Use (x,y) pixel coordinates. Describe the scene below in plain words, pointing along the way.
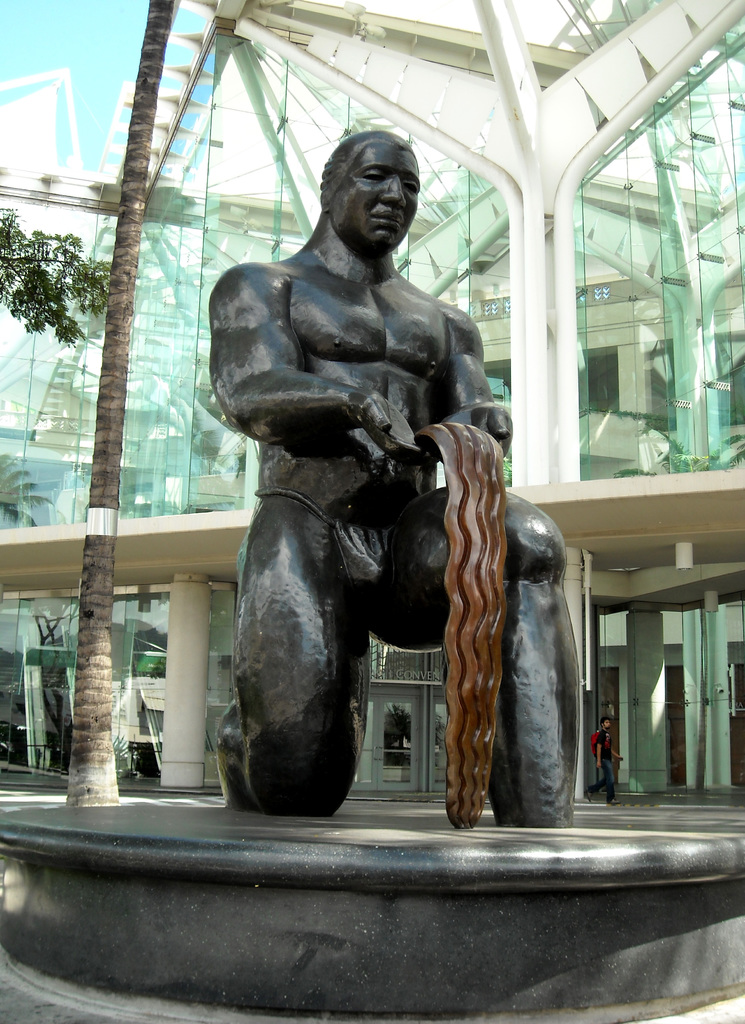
In this picture we can see a statue (332,275) on a platform (82,832), trees (120,315), building (630,118), pillars (173,636), man (613,794) walking on the ground (627,796) and some objects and in the background (83,56) we can see the sky (91,58).
